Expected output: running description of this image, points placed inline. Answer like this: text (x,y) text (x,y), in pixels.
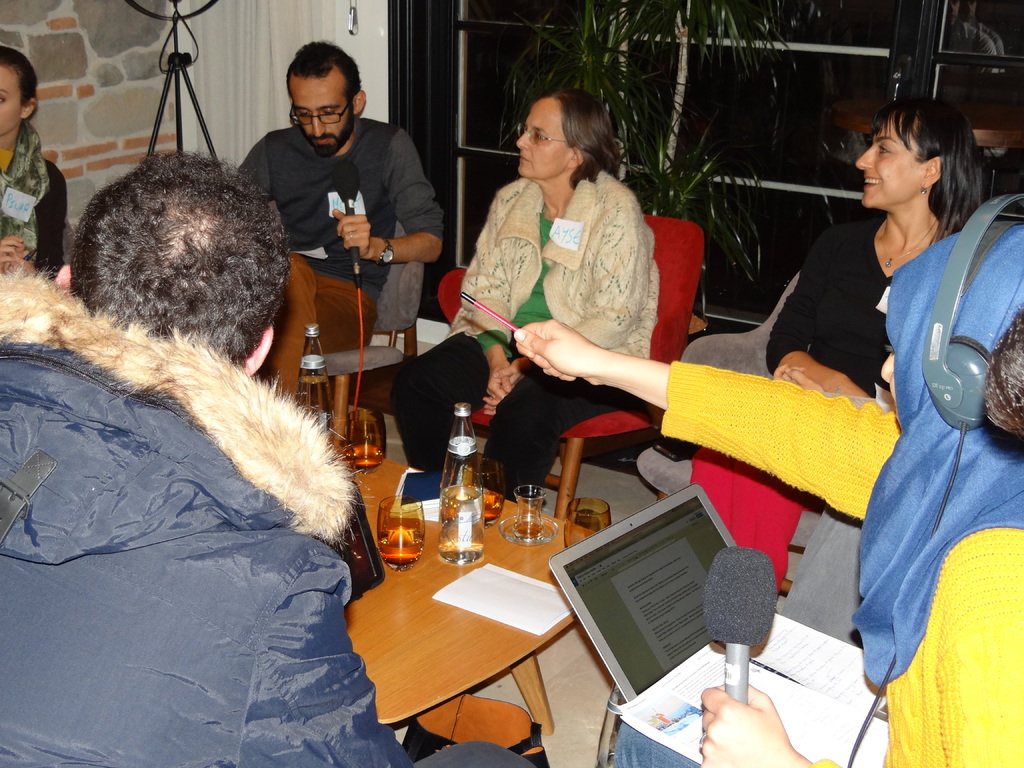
In this image i can see few persons (566,409) sitting on the chair (567,449), there are few glass (528,508), a bottles (479,524) and a paper (509,582) on the table (459,651), the person (924,682) here is holding the micro phone (772,596) having a laptop (692,577) and wearing the head phones (973,371), in the background (799,131) i can see a window (770,125), a small plant (633,87) and a wall (91,14) and a curtain (251,44).
